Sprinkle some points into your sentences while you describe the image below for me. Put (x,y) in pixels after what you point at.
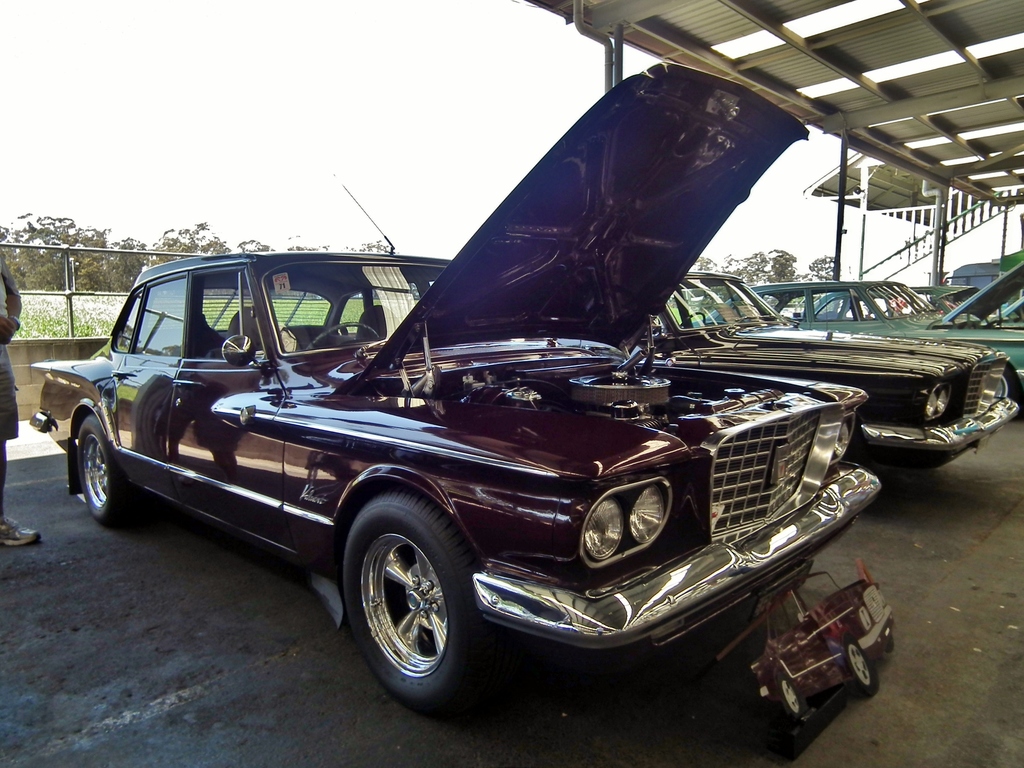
In this picture we can see many cars (614,460) under the shed (932,157). On the left (11,528) there is a person (4,509) who is standing near to this car (142,386). On the bottom right (854,650) we can see a small toy car (848,636). On the background (60,226) we can see fencing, trees (25,261) and other objects (836,271). On the top (315,65) there is a sky (339,56).
